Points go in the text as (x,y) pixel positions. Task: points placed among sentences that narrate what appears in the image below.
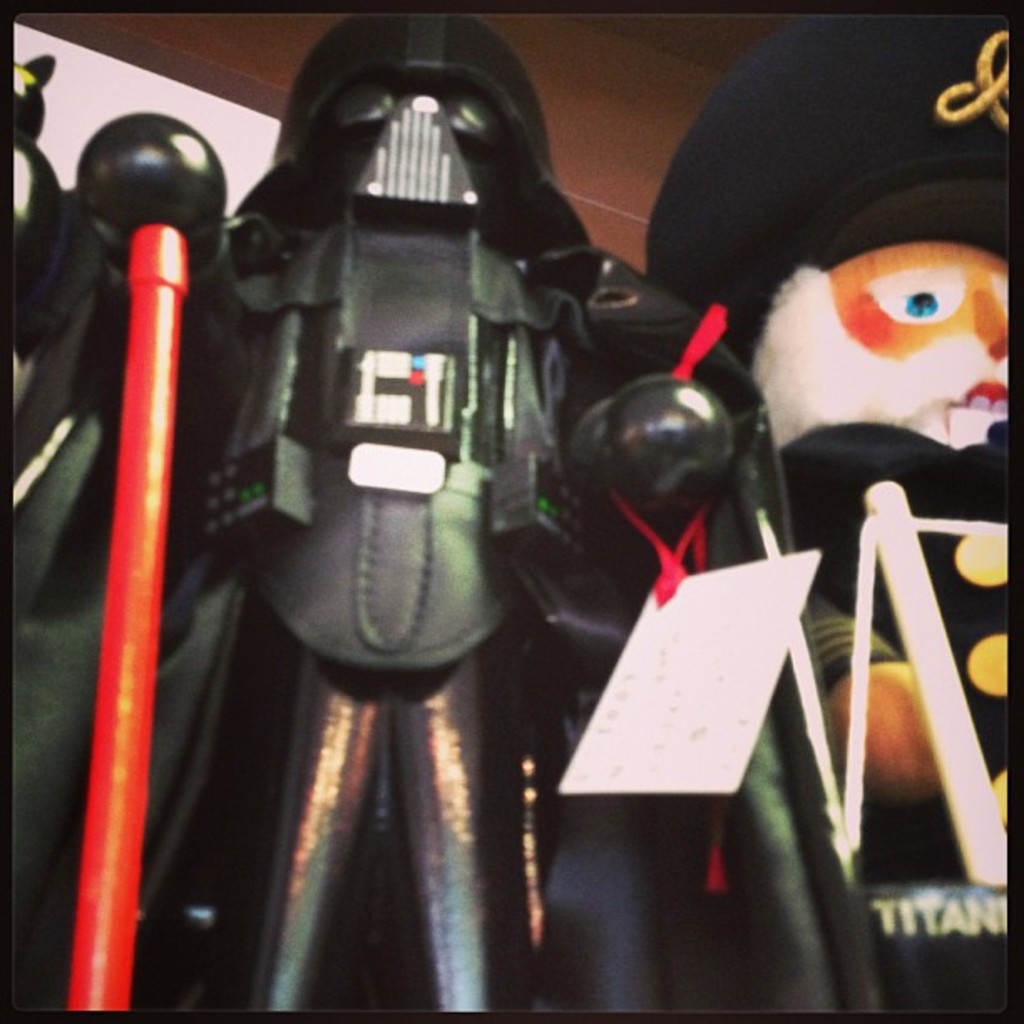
In the foreground of this image (428,430), there are two toys (475,374) and a tag (761,646) on an one toy (792,714) and there is brown and white background (91,88).
